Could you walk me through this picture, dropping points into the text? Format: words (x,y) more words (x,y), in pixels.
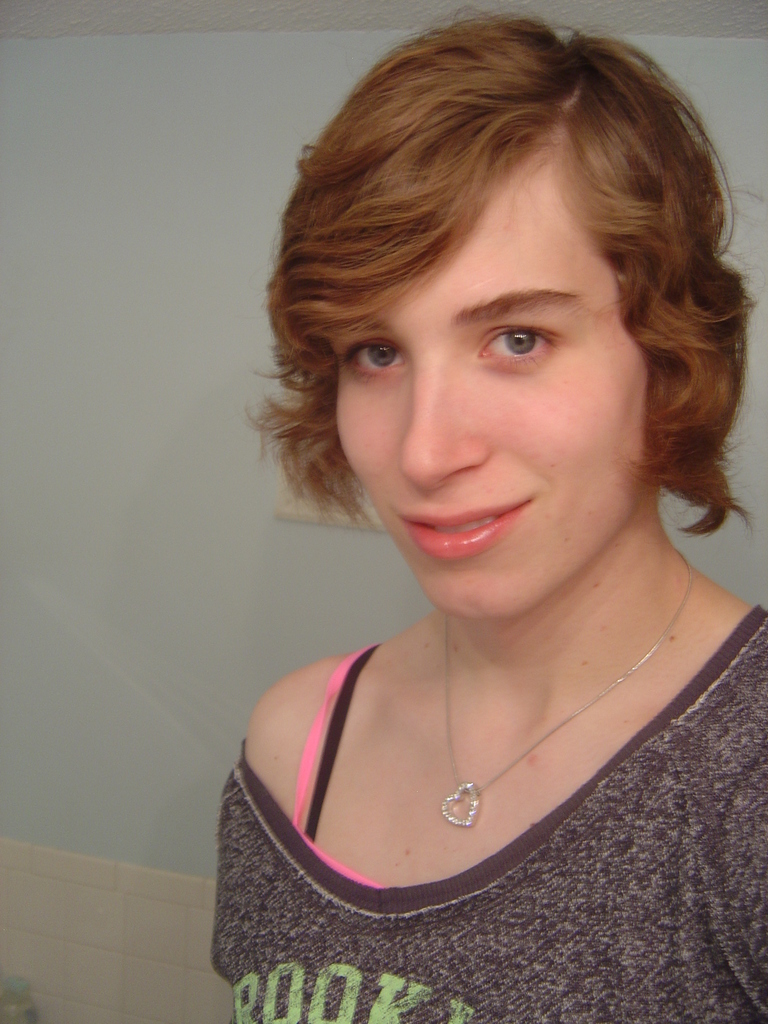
In this picture, we see a woman (598,830) in the grey T-shirt (591,830) is smiling and she is posing for the photo. At the bottom (96,919), we see a wall (104,961) which is made up of white tiles (148,941). In the background (119,428), we see a wall (220,514) in blue-grey color.
